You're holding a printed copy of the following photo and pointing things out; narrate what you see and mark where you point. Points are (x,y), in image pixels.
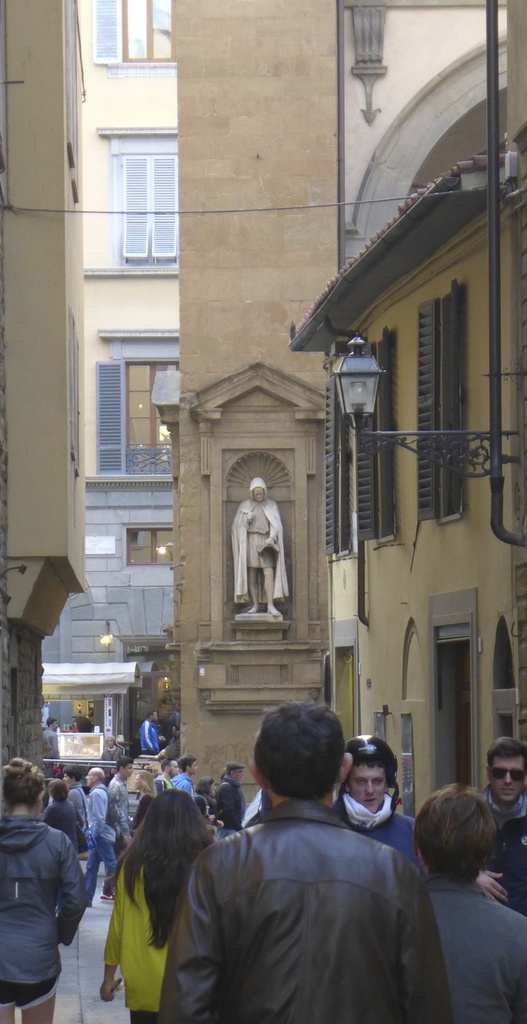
In this image we can see there are so many people (504,919) walking on the road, beside them there are buildings (467,284) and also a big pillar (258,268) with persons sculpture (248,556).
